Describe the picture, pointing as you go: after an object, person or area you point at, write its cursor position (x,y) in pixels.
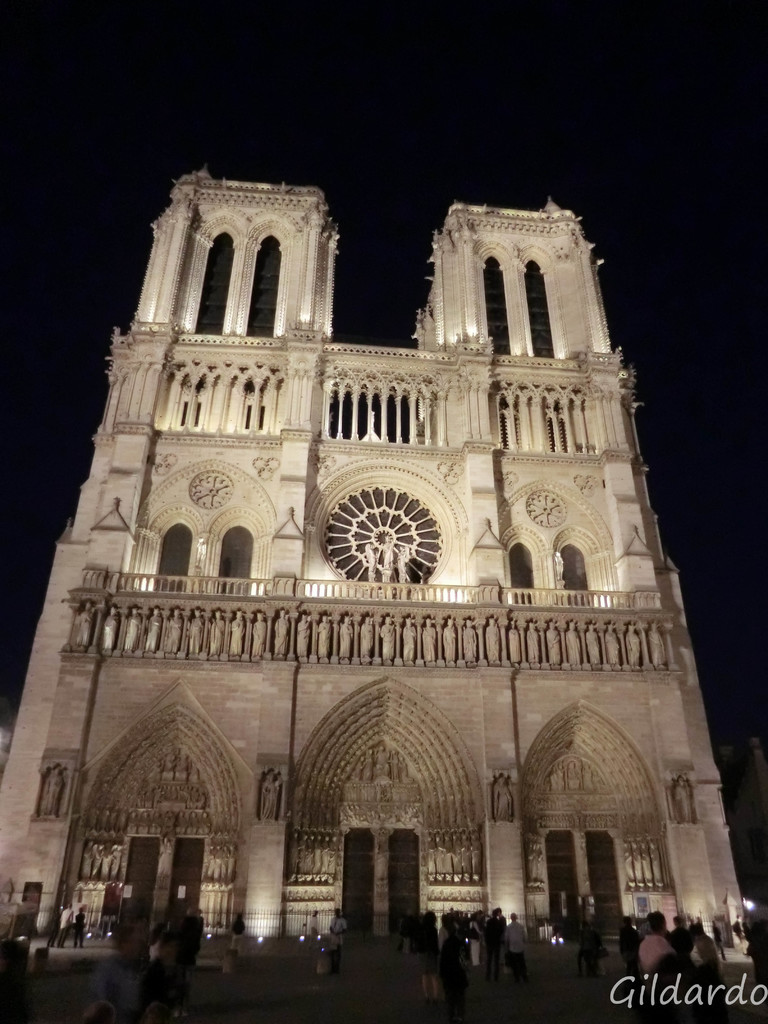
In the middle of the image (310,428) we can see a building (225,670). In the background of the image (616,132) we can see sky (252,69) and persons (443,975) standing on the floor (357,996) in the foreground (69,966).
